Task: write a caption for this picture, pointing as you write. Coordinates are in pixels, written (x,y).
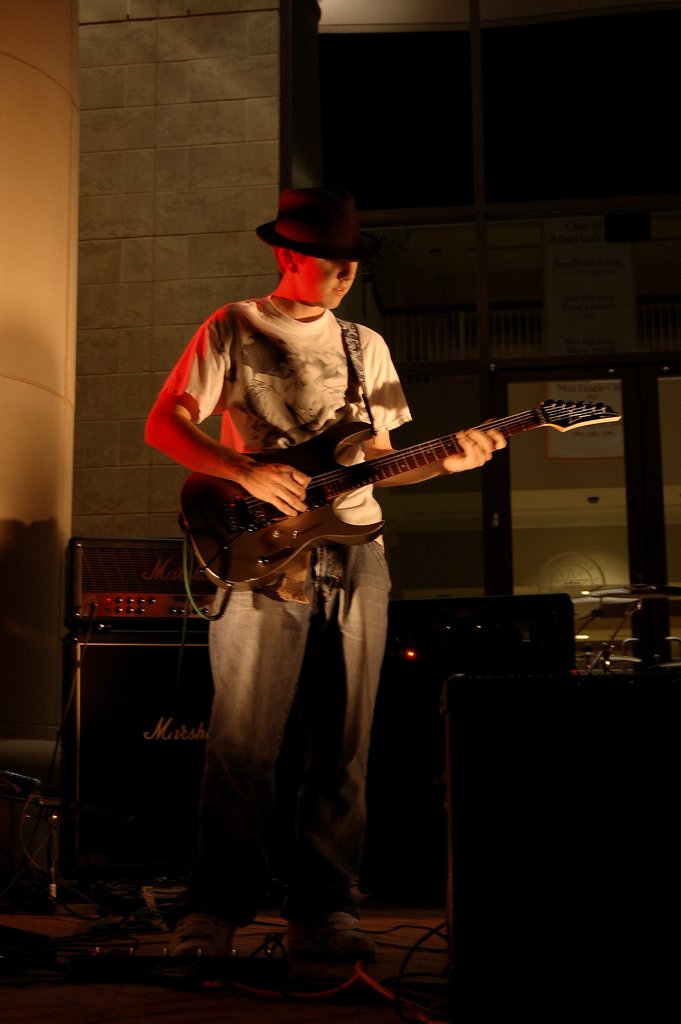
In this picture we can see man (387,604) wore cap (349,205) holding guitar (210,558) in his hand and playing it and in background (89,715) we can see amplifiers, speakers (492,676), wall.
